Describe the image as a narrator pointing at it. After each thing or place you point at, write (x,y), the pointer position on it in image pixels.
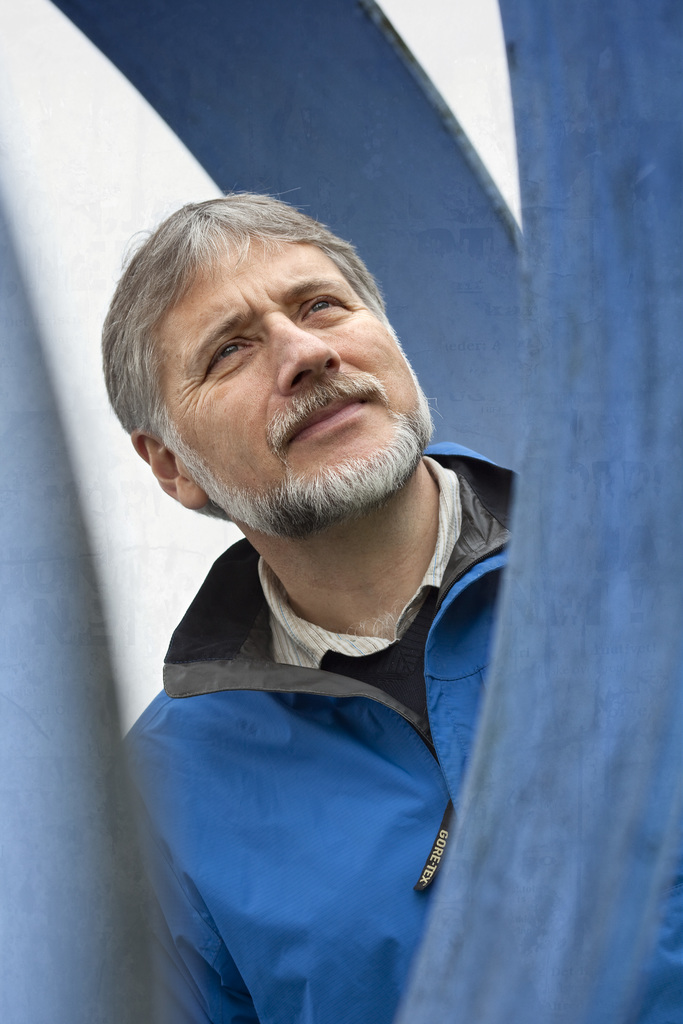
In this picture there is a man (221,808) wore a jacket (236,739) and we can see blue objects (391,261). In the background of the image (51,149) it is white.
